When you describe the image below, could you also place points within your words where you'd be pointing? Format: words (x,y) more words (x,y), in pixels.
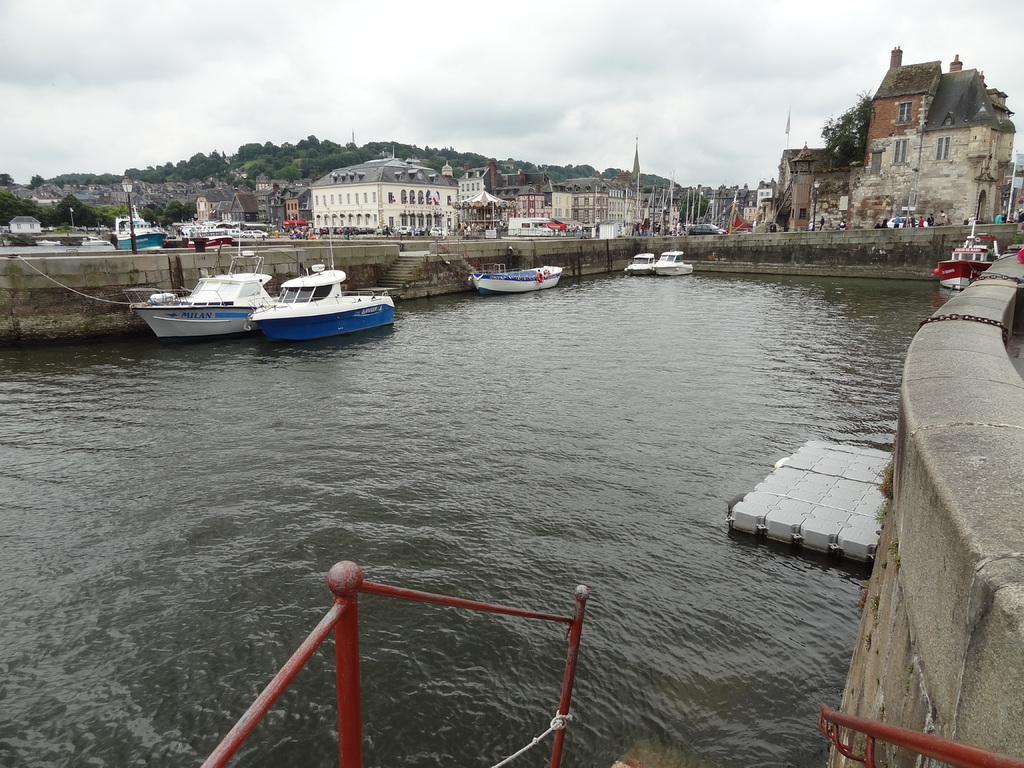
This is an outside view. Here I can see a river (397,547) and there are few boats (277,306) on the water (396,462). In the background (402,216) there are many buildings (142,185) and trees (273,162). At the top (448,27), I can see the sky (379,65) and clouds (280,111). On the right side (985,476) there is a wall (929,620). At the bottom (876,722), I can see the railing (342,684).
